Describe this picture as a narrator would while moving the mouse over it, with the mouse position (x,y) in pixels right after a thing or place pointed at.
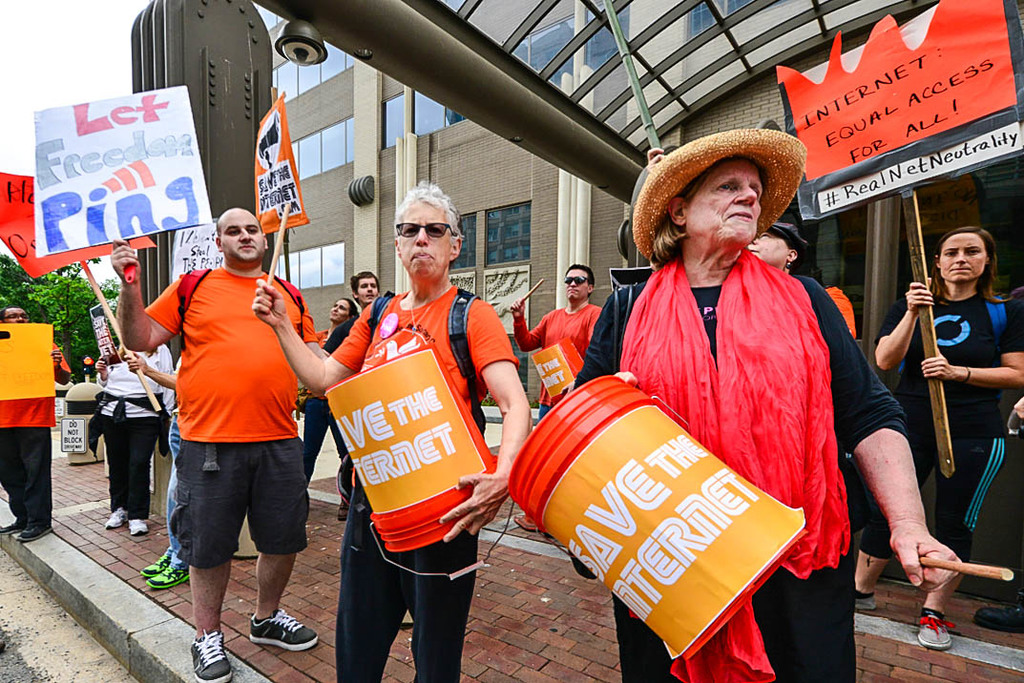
In this picture we can see some people (346,559) are playing drums (382,498) and some people (970,317) are holding boards (898,124), behind we can see buildings (378,80).
